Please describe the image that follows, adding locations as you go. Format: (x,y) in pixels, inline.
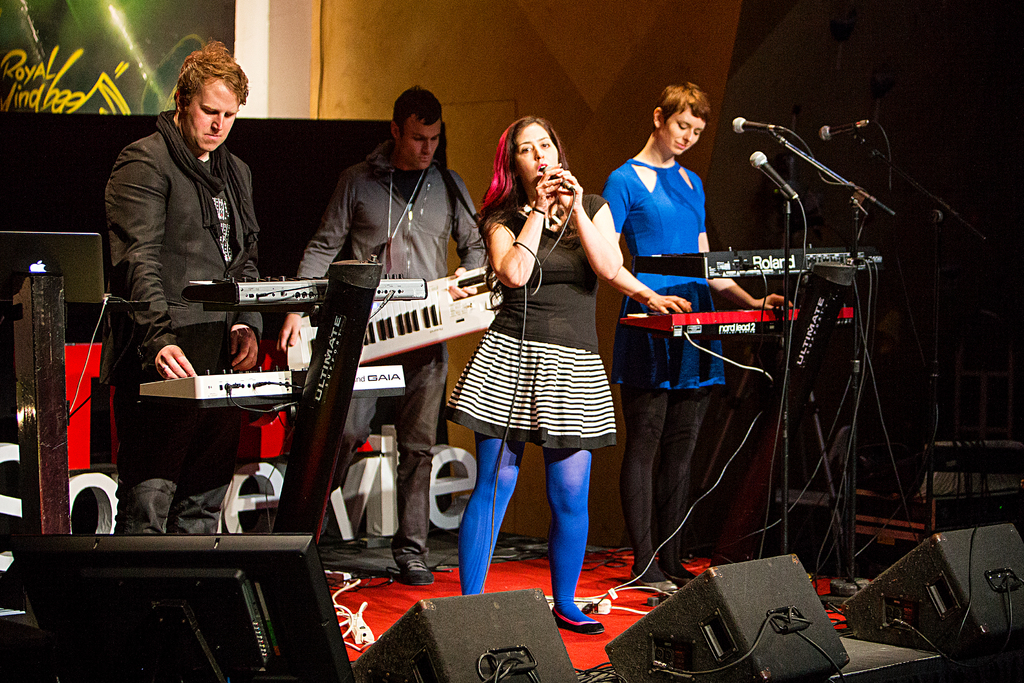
This woman (518,473) is singing and holding mic (553,177). These persons (416,199) are playing musical instruments (390,324). This is mic (774,178) with holder (784,197).
